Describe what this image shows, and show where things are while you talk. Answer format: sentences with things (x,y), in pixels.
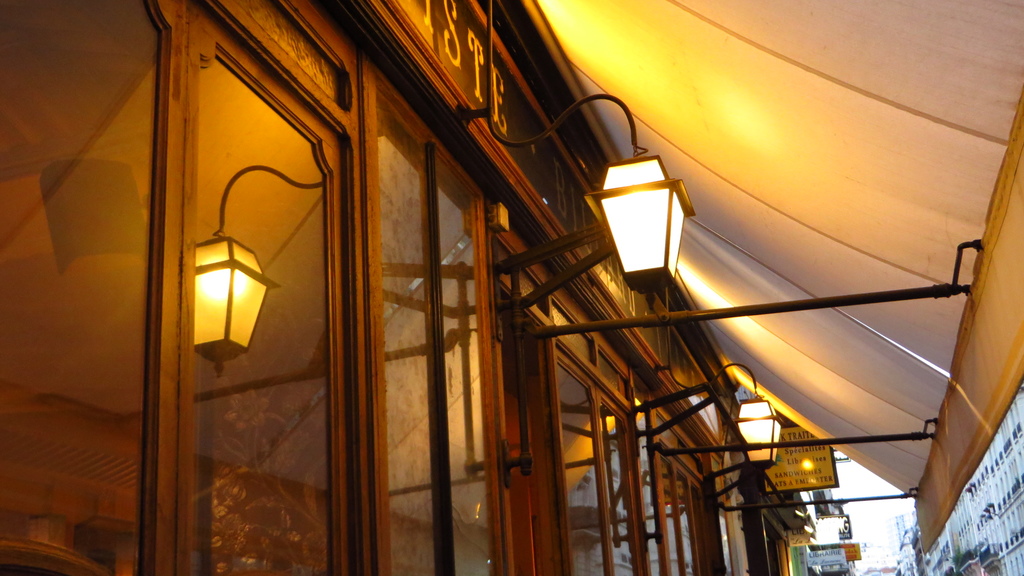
In this picture there are lamps (239,329) and doors (683,516) in the center of the image (662,218), there are posters (809,479) in the image and there are buildings (961,529) in the bottom right side of the image (974,530).
